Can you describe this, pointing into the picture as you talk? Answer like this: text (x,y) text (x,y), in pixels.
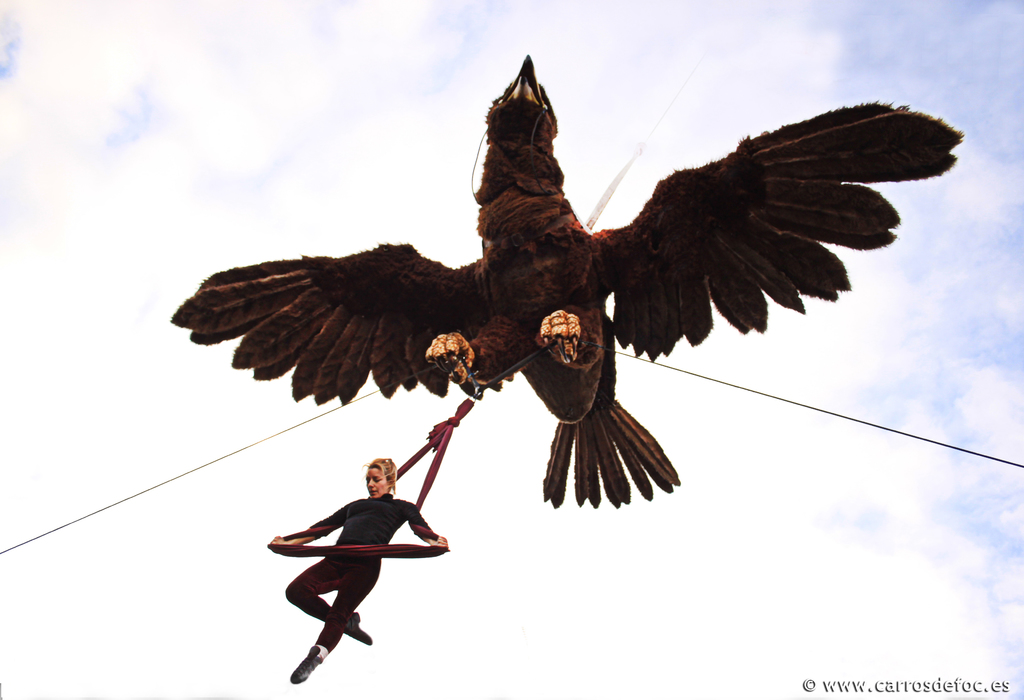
In this image I can see few ropes (602,209), a cloth (458,407) and depiction of a brown colour bird (562,254). On the bottom side of this image (375,569) I can see a woman (365,579) is holding the cloth (289,552) and on the bottom right side of this image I can see a watermark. In the background (49,410) I can see clouds (621,10) and the sky (1001,530).
